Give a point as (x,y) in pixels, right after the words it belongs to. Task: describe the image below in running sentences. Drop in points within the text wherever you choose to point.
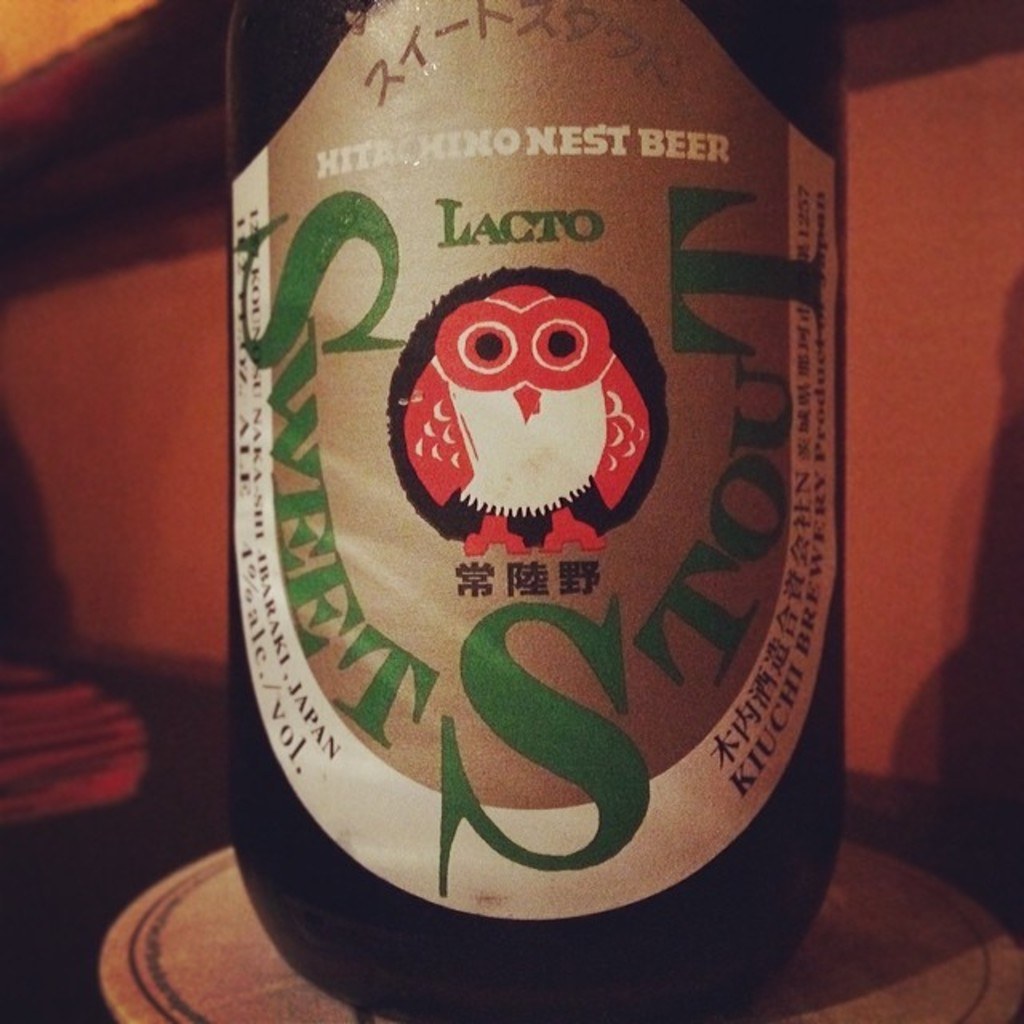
In this image I can see there is a sticker (583,414) on a beer bottle (702,565). In the middle (623,458) it is in the shape of an owl (536,444) in red color and white color.
